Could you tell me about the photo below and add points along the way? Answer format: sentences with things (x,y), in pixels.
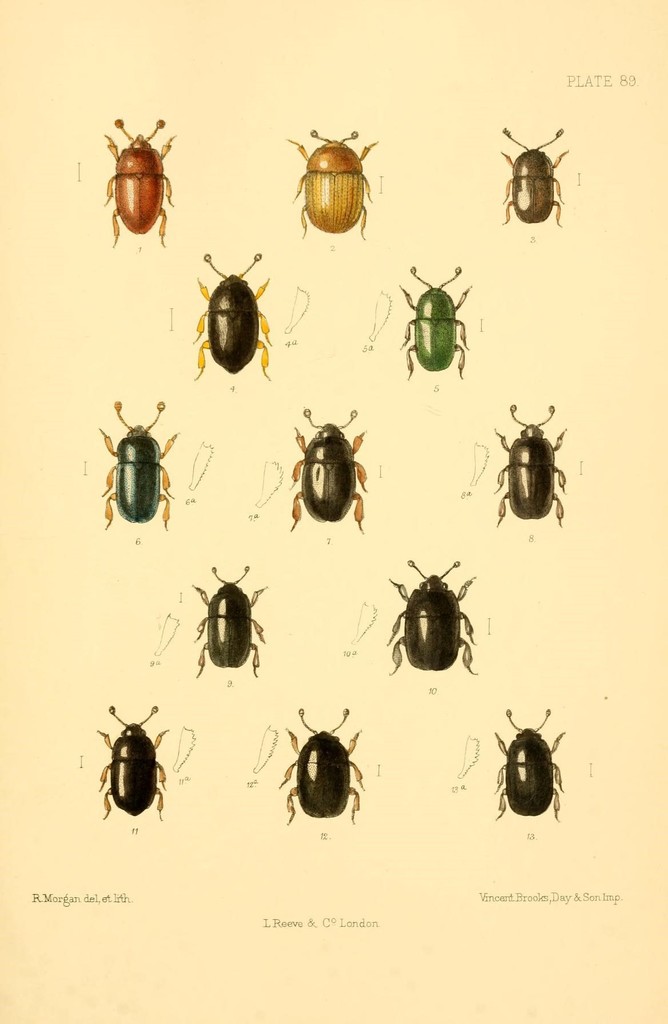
In this image I can see the insects (442,607) on the cream color background (295,281) with some text (312,924) written on it.
